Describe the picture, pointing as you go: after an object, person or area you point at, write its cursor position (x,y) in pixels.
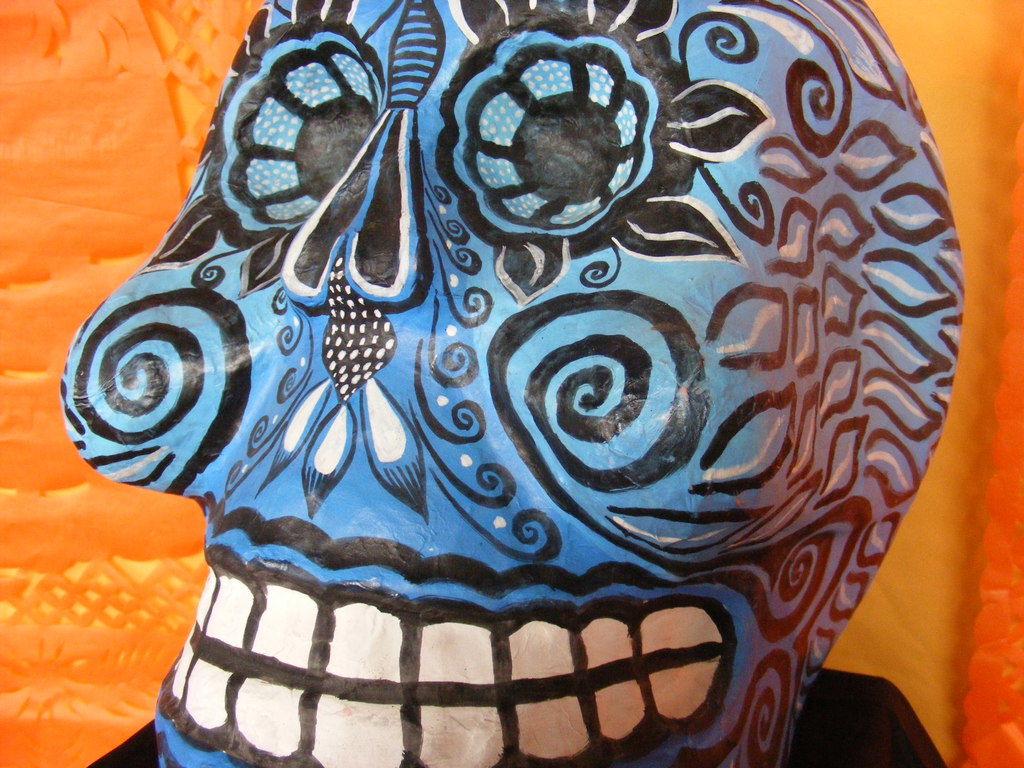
In this image I can see dead mask (256,524), background (1002,111) is in orange color.
